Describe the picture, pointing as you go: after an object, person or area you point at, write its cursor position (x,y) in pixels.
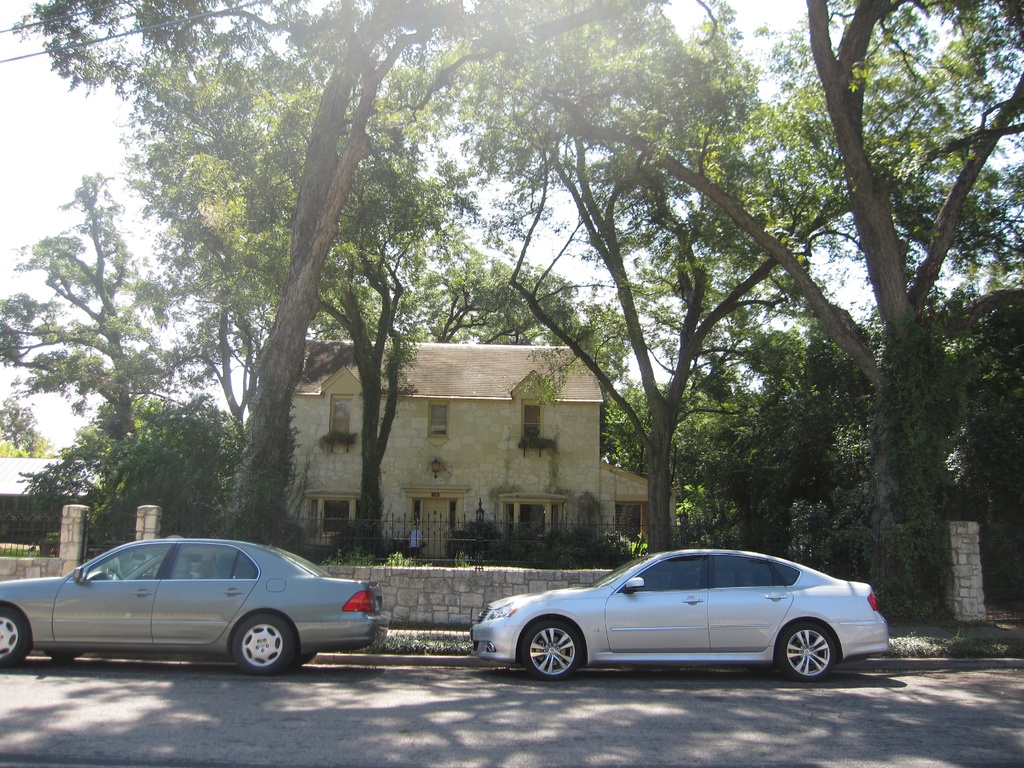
In the picture I can see two silver color cars (714,648) are parked on the side of the road (296,728), here I can see the stone wall (78,520), fence (407,553), a house (313,453), trees (997,381) and the sky (578,224) in the background (494,224).
